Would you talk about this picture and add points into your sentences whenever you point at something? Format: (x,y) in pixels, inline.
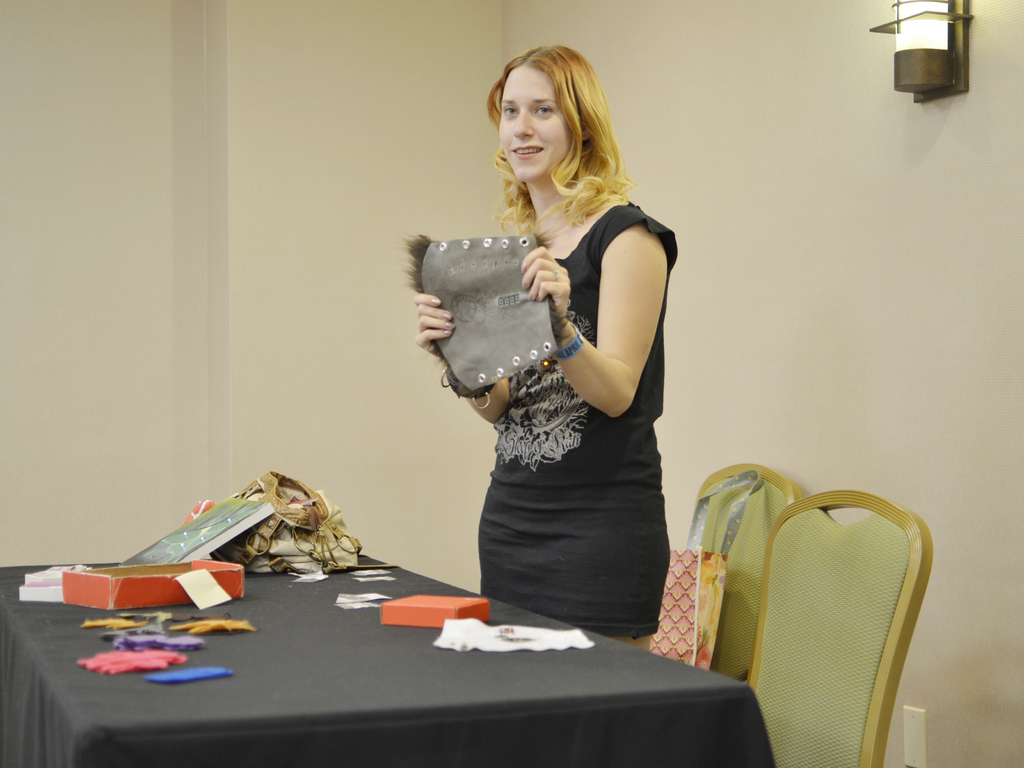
In this image I can see a woman (588,447) is holding an object (512,315) in her hands (553,287). I can also see there is a table (346,657) and few chairs (768,626). On the table (247,689) we have some other objects (229,584) on it.
